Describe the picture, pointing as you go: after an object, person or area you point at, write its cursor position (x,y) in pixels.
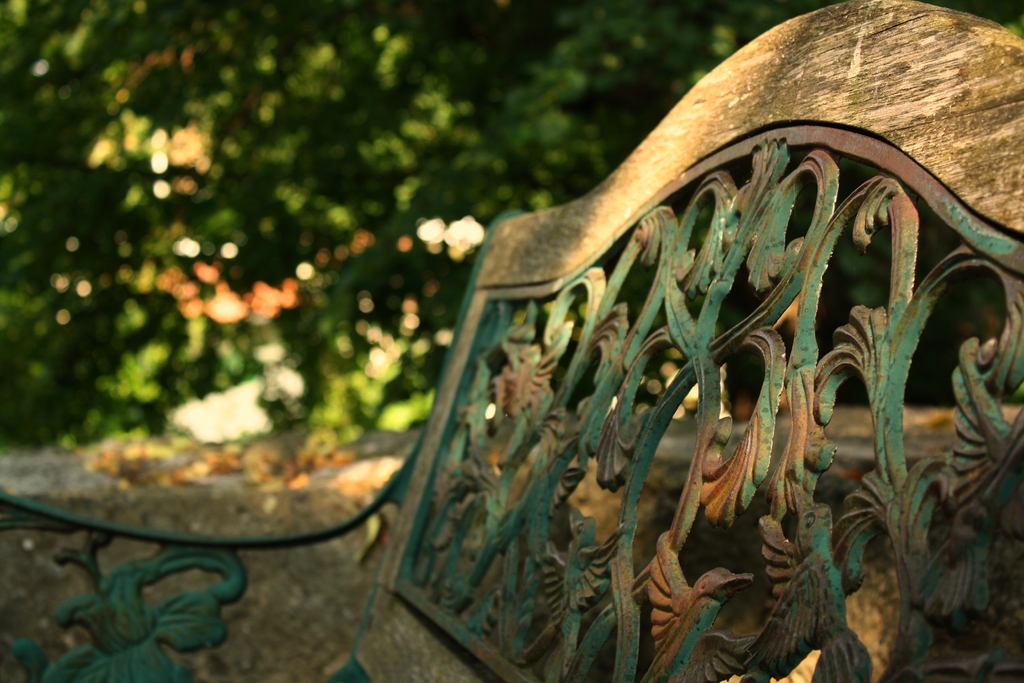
In this image we can see a bench (533,532) with some design (458,559). In the background (239,232) it is green and blur.
